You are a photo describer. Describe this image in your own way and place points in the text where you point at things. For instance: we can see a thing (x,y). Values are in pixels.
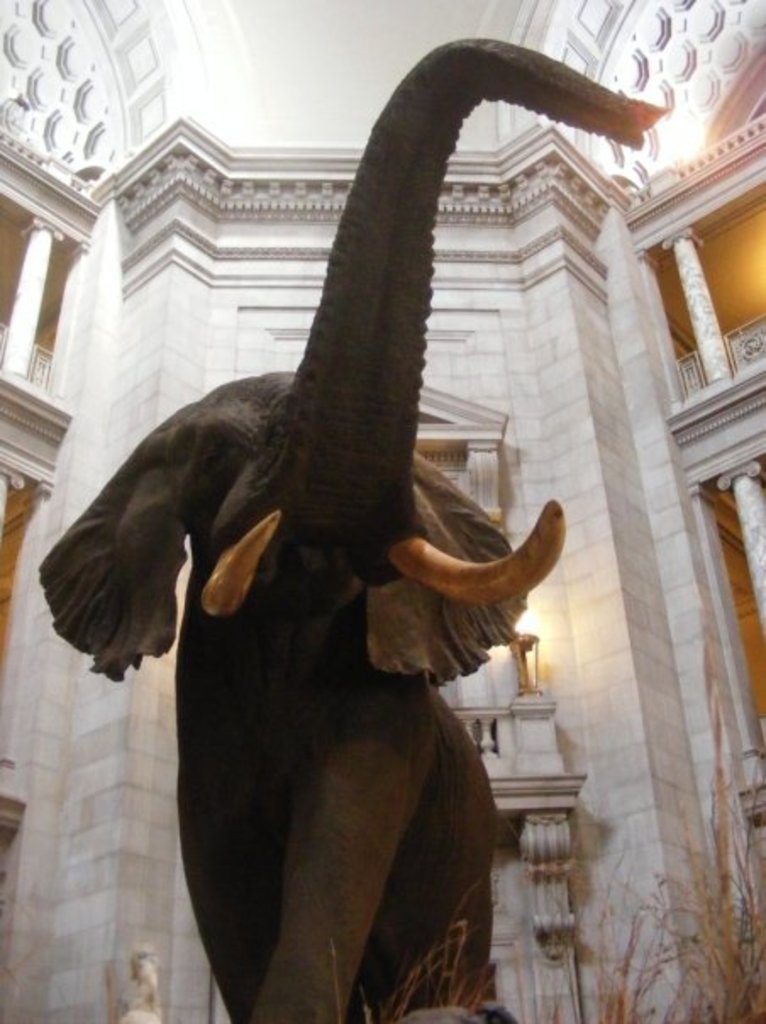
In this picture there is an elephant (303,362) in the foreground (465,658). At the back (600,404) there is a building (704,333) and there are lights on the wall (618,546). At the bottom (699,914) there are plants (444,992) and there might be a statue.
